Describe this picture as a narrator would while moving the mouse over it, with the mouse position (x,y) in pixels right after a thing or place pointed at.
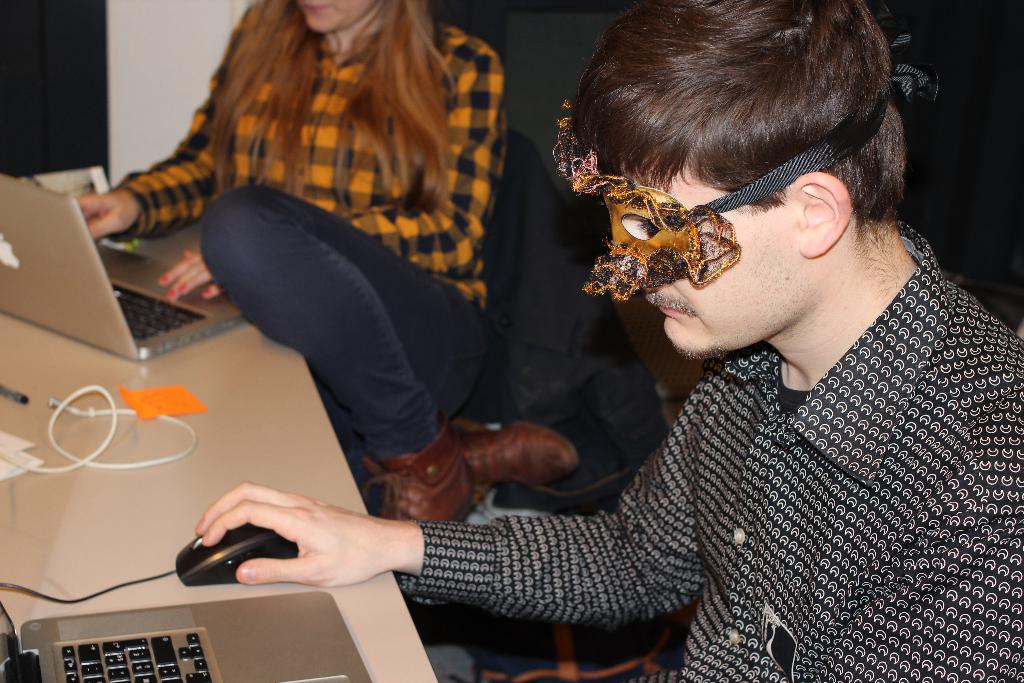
In this image there are two people (507,529) sitting on chairs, in front of them there is a table (102,548), on that table (92,533) there are laptops (152,648), wires (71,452), in the background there is a wall (889,7).
